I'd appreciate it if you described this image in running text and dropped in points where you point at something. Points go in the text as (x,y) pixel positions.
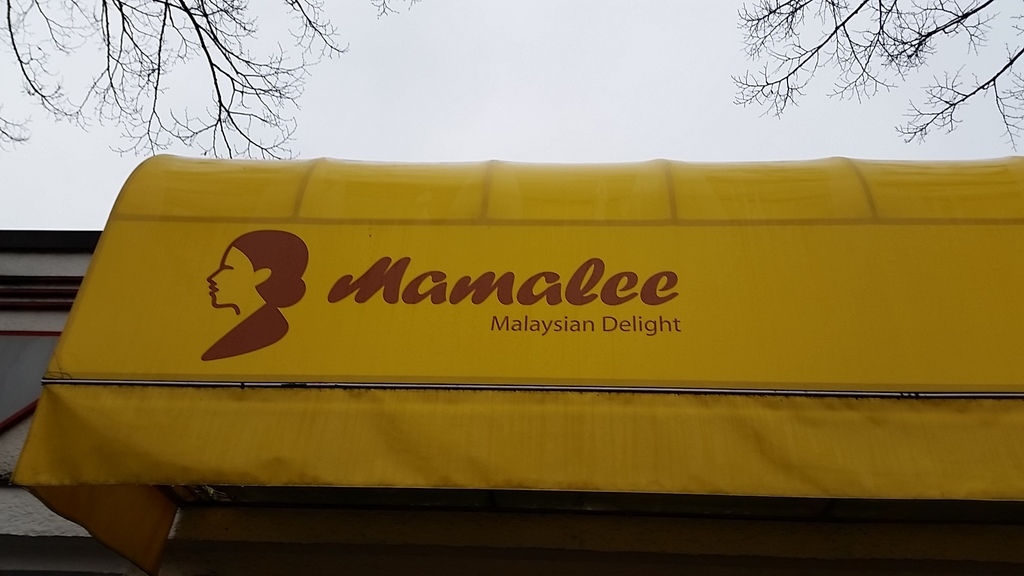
In this image we can see a banner (384,314) on a wall (30,357) with some text (416,286) and picture (270,308) on it. We can also see some branches (171,130) of a tree (187,138) and the sky (408,155).
